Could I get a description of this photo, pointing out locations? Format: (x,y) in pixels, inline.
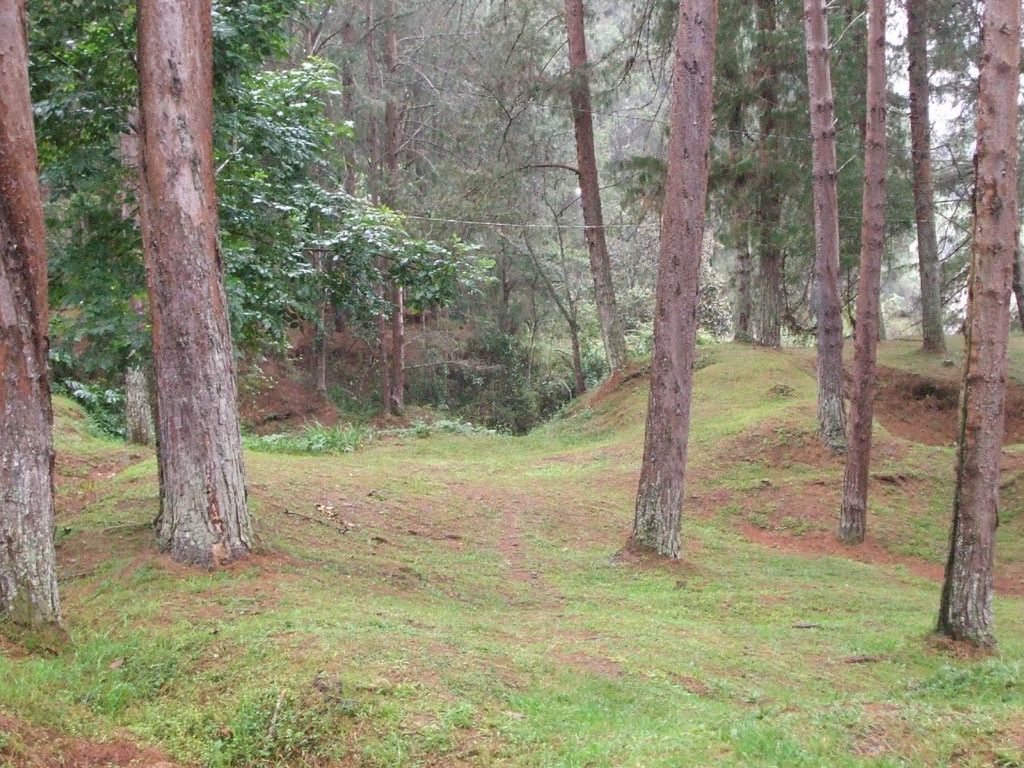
This is an outside view. At the bottom (337,699), I can see the grass (562,715) on the ground (553,650). In the background (637,120) there are many trees (238,247).
